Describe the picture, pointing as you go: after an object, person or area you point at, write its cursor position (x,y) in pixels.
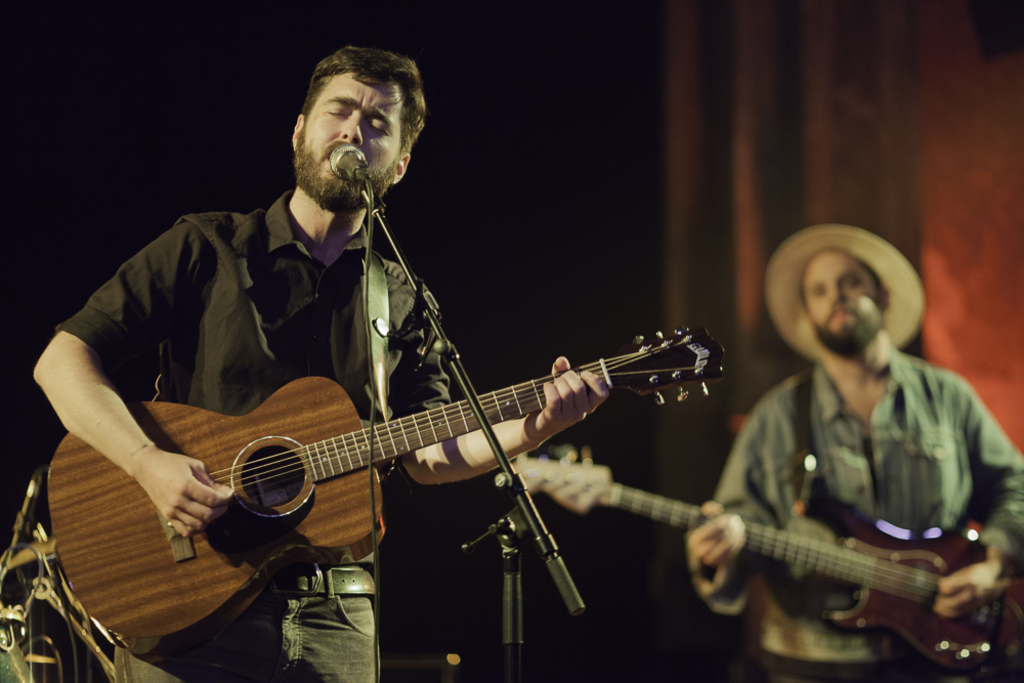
This picture show two men (277,676) playing guitars (650,505) holding in their hands (161,494) and we see a man (322,143) singing with the help of a microphone (360,178).
